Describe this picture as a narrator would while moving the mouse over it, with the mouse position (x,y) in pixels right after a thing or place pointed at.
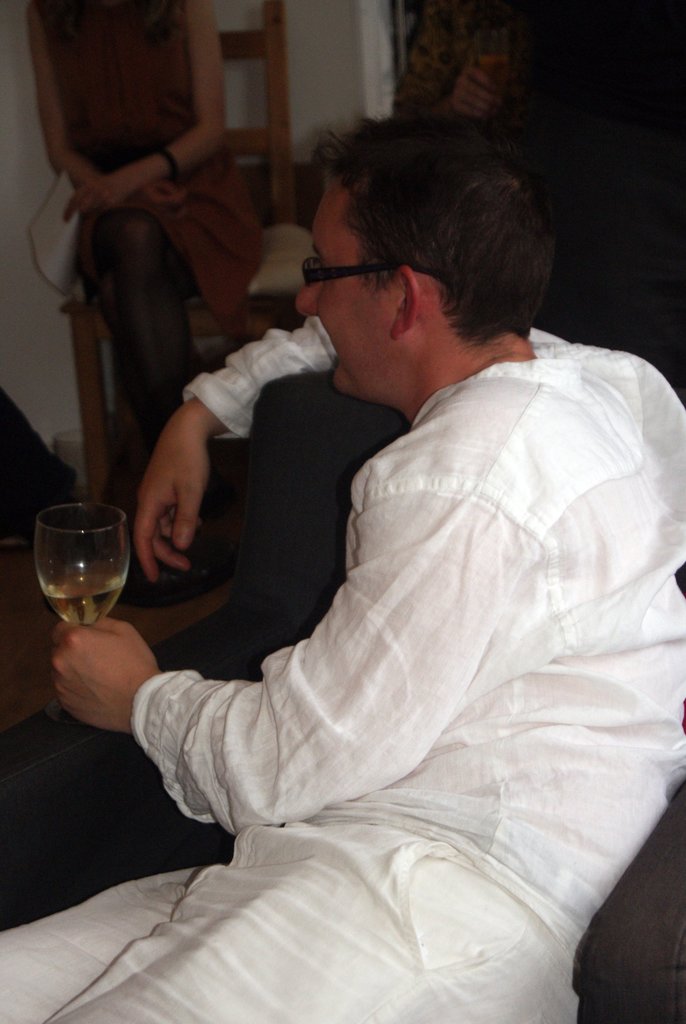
In this image the man (530,718) is wearing white dress (530,456) and holding a wine glass (69,612) in his left hand (107,628). In the background of the image (146,95) we can see a woman (200,188) sitting on the chair (252,126) and holding few papers (63,233).
